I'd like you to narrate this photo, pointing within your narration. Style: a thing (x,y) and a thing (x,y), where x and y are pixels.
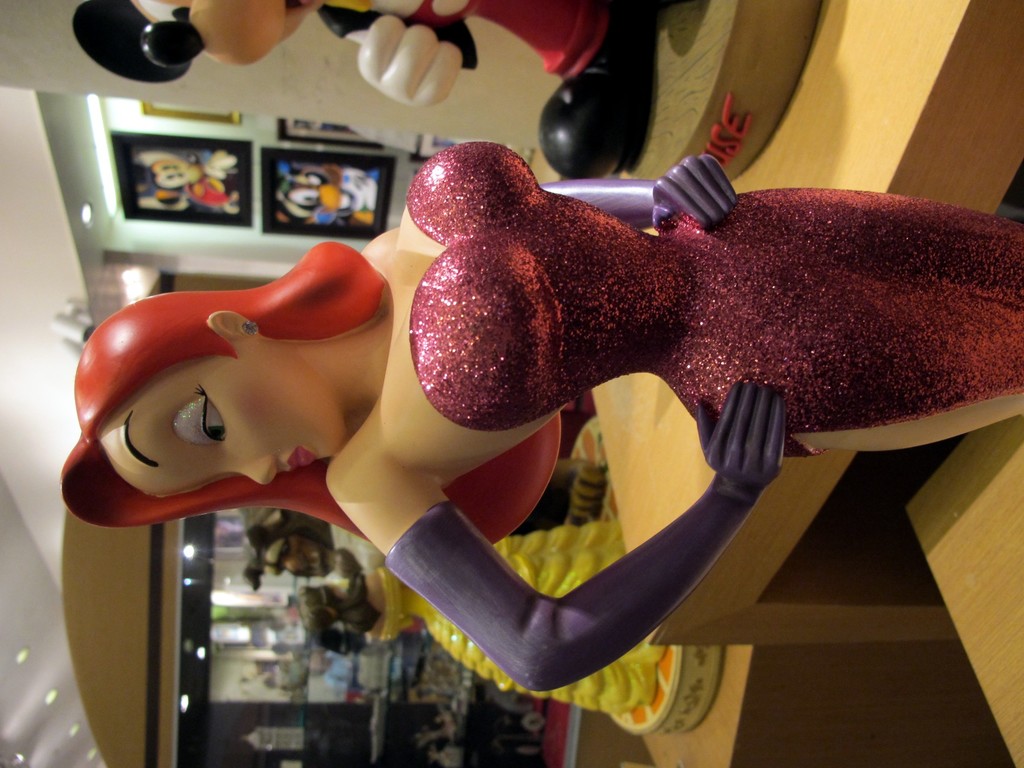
This image is a rotated image. In this image there is a doll (487,410), beside the doll (435,412) there is a toy (598,127) on the table (843,143), behind the doll (415,558) there is an another toy (563,690) on the other table (778,648). In the background (309,642) there is a cupboard (317,667) with some objects (435,688) in it and on the other side of the wall (247,137) there are a few frames (210,173) hanging on the wall (278,195). At the top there is a ceiling (78,691) with lights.
